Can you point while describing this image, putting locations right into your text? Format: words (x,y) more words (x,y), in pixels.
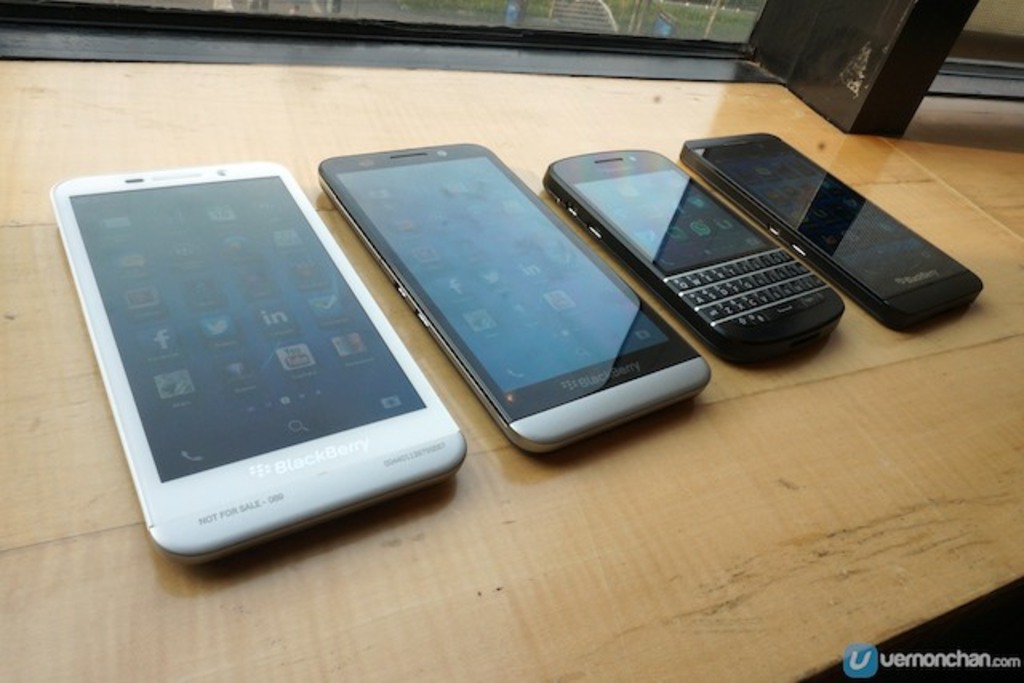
In this image on the table (645,497) there are four mobile phones (374,334). In the background (797,93) there is glass window (438,0).
